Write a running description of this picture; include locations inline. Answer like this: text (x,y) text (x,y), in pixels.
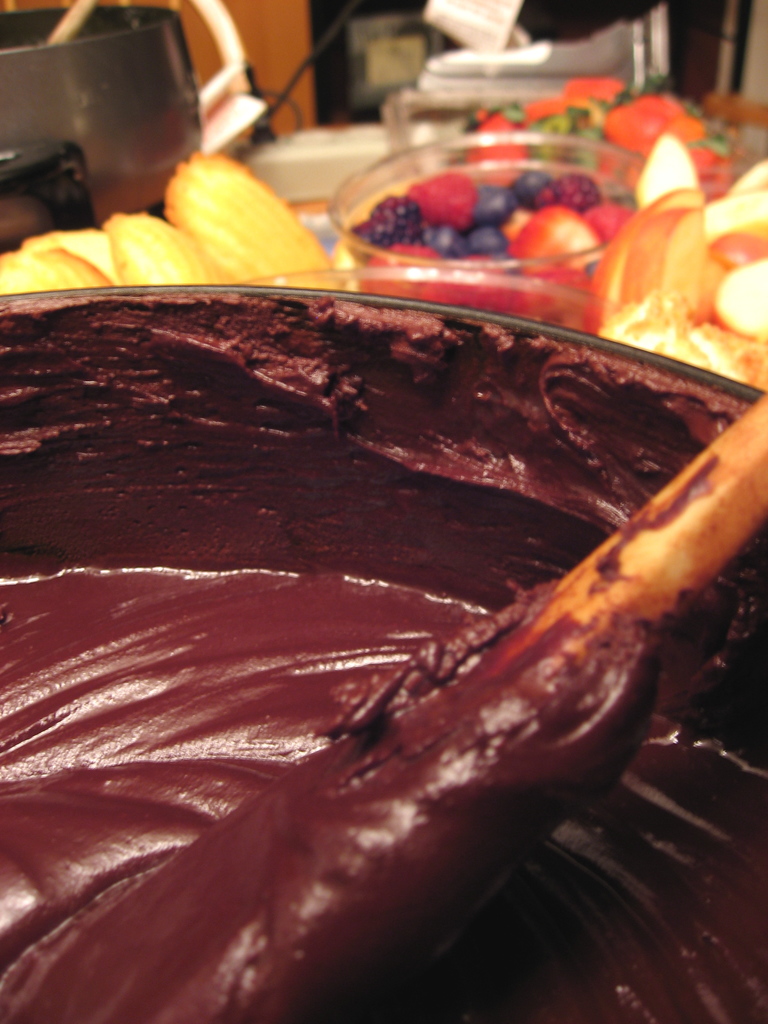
This image is taken indoors. In the background (368,73) there is a wall (689,15) and there are a few objects (161,60). In the middle of the image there are a few food items (214,197) and there are a few raspberries (451,195), blackberries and strawberries (565,99) in the bowls (455,135). There are a few apple slices (704,219). At the bottom of the image (383,755) there is a bowl (380,404) with chocolate cream (252,565) and an object (616,664) in it.
